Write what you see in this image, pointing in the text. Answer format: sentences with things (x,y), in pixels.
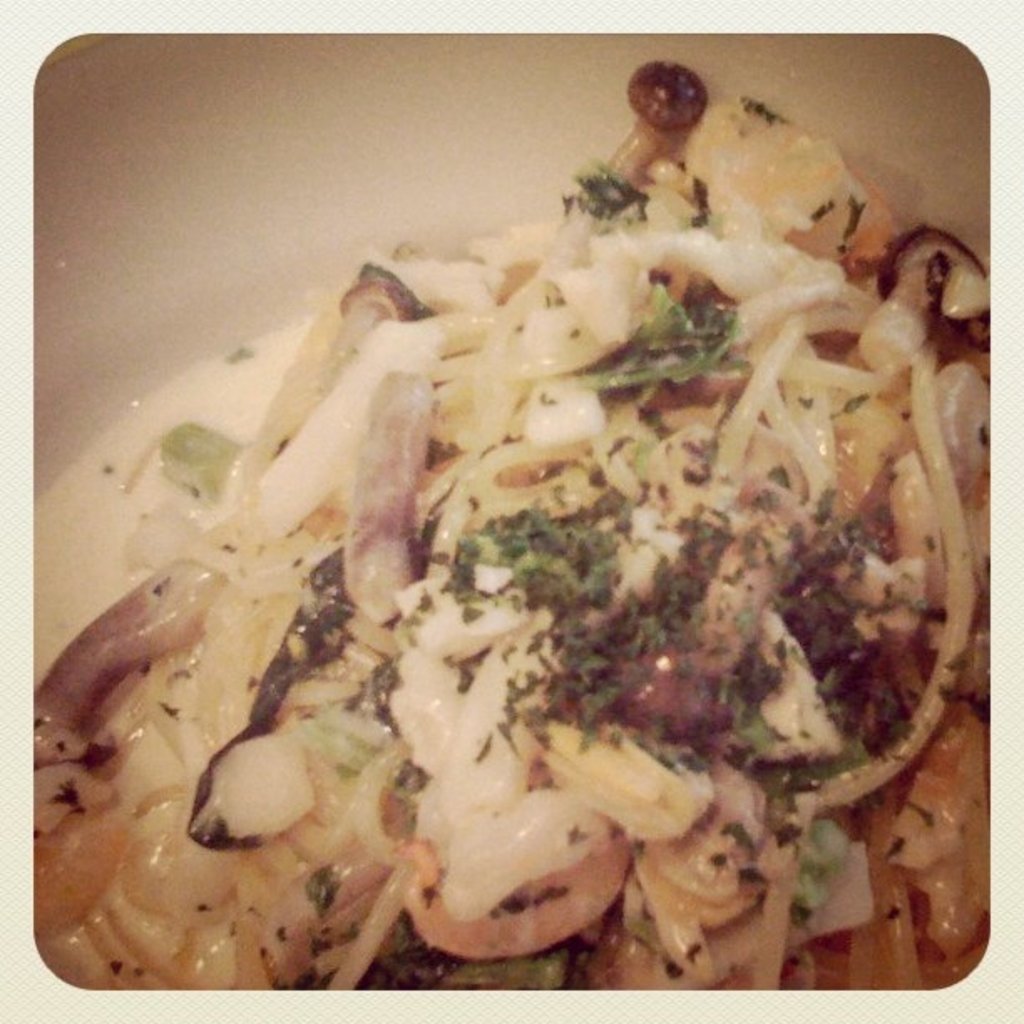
In this picture we observe a spaghetti (812,375) and there is a coriander (572,552) sprinkled on top of it.
